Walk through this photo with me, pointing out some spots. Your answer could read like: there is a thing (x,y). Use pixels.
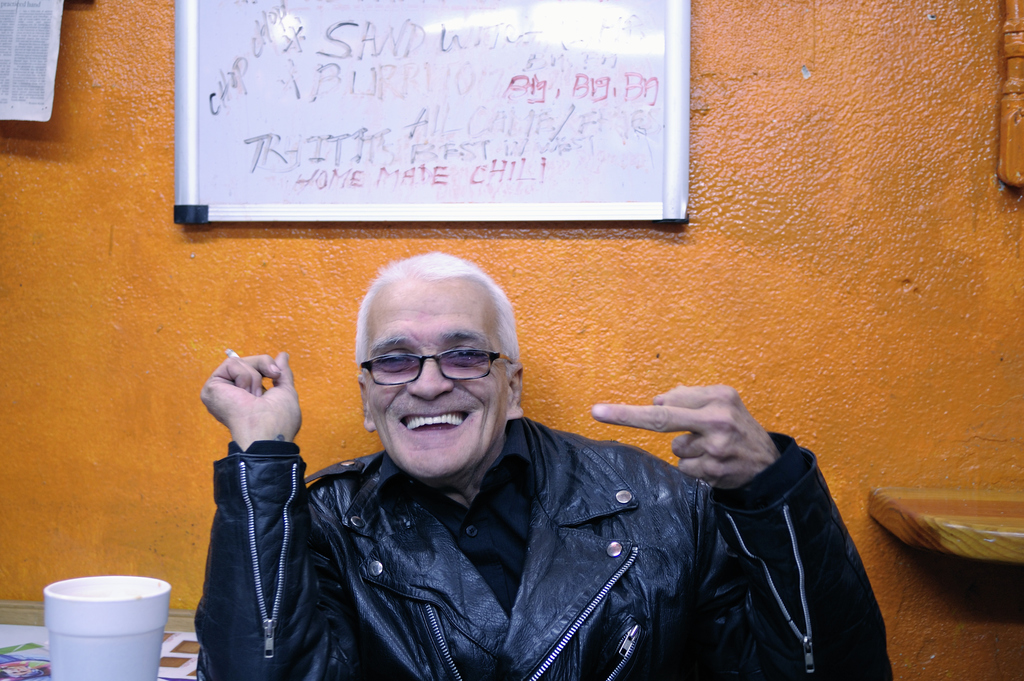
In this image there is a man (485,508) he is wearing black color jacket (459,583), beside him there is a table (178,677), on that table (166,635) there is a glass (121,635), in the background (1000,636) there is a wall (982,659) to that wall (94,12) there is a white board (182,164).
